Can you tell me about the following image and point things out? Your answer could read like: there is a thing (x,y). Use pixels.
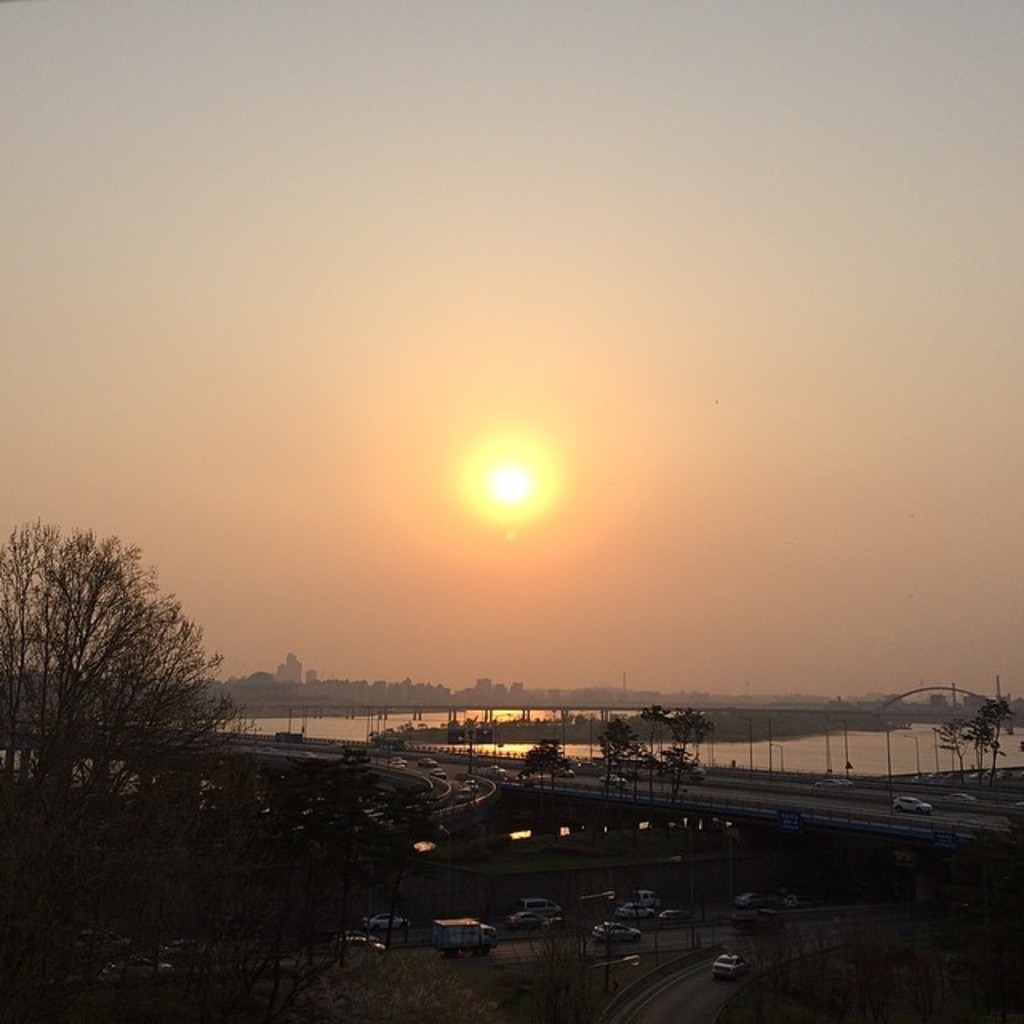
At the bottom of the image (454,1009) there are some vehicles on the road (315,747) and there are some trees (165,723) and grass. Behind them there is water (1005,730) and buildings (338,693). At the top of the image (801,34) there is sky (502,410) and sun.
